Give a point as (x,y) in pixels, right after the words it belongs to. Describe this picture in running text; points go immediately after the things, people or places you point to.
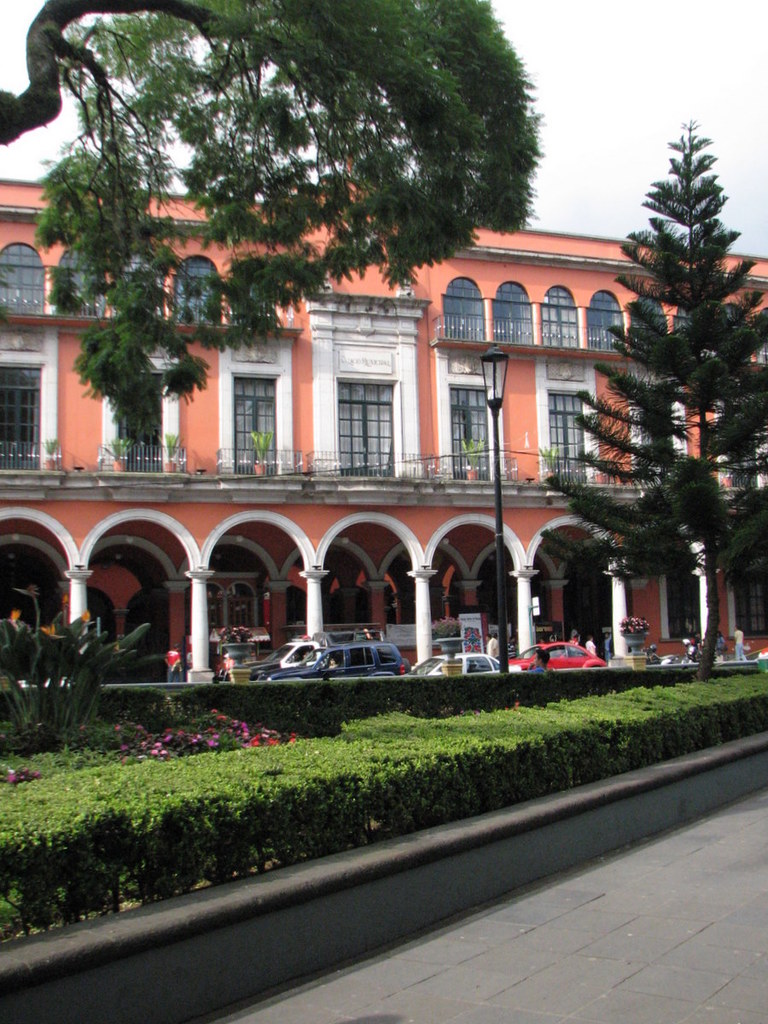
This is the picture of a building (453,536). In this image there are vehicles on the road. There are group of people (741,643) walking on the footpath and there is a pole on the footpath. At the back (616,267) there is a building (549,359) and there are trees (121,78). At the top (632,110) there is sky (648,87). At the bottom (613,992) there is a road (719,842) and there are plants (14,812) and flowers (249,743).
